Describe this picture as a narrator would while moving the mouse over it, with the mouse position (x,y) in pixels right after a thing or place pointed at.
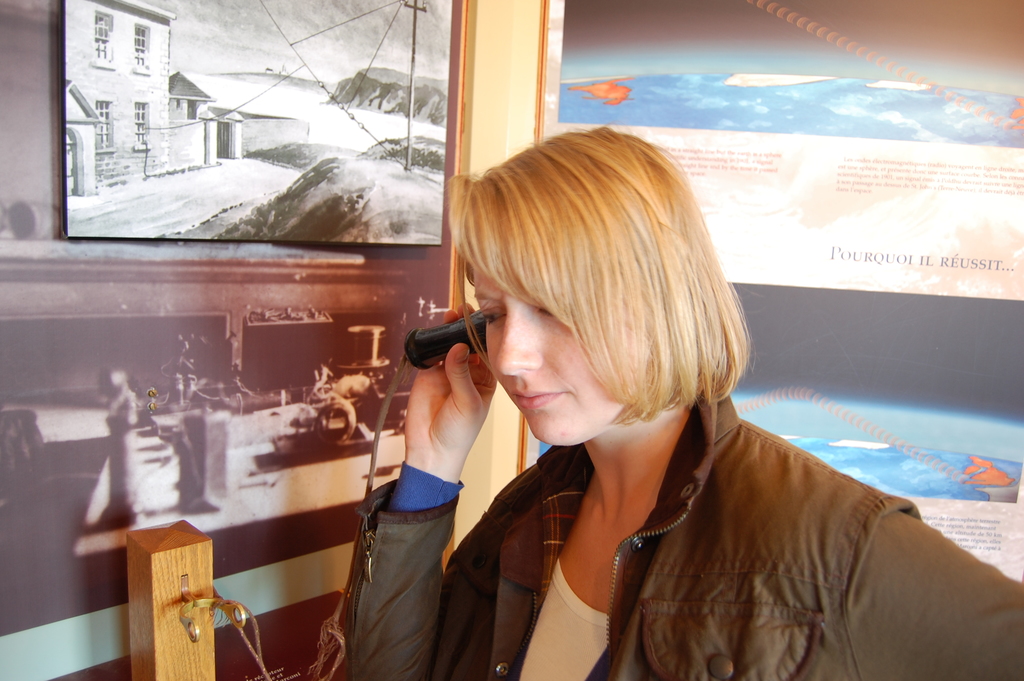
In the image we can see a woman (649,537) wearing clothes (641,579), the woman (450,483) is holding an object (438,348) in her hand (468,363). This is a frame (202,143) and a poster (765,211), this is an object (167,604).
